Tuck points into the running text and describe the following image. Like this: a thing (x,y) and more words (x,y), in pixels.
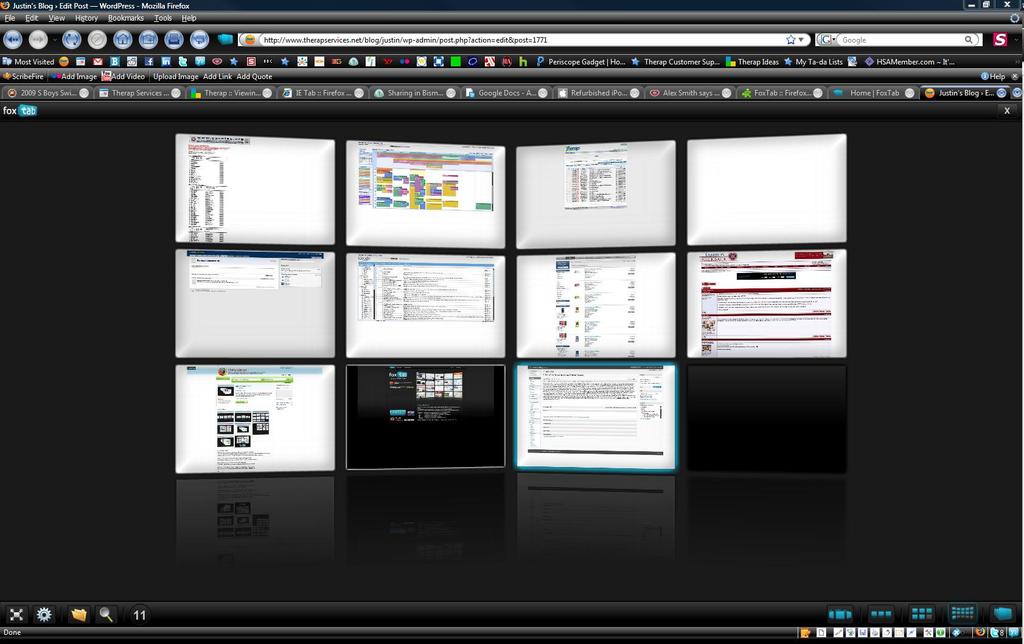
In this picture we can see the display (272,145) of a monitor (109,304) with many tabs (591,308) and options (456,57).
